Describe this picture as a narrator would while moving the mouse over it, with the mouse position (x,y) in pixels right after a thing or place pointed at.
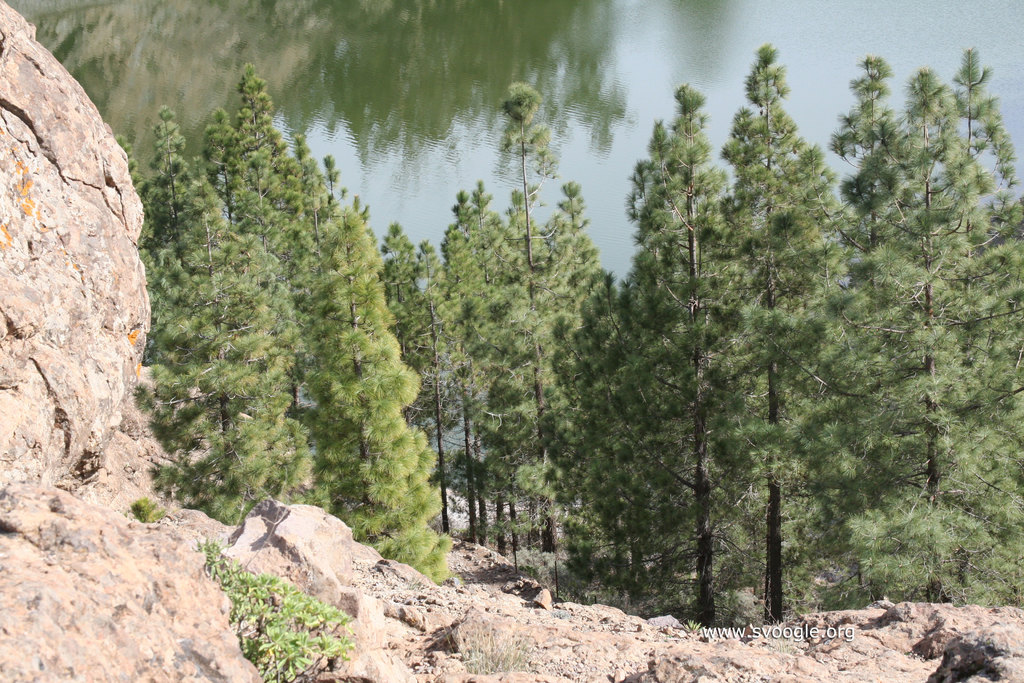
In this image there are rocks (36,317), trees (861,414), water (948,39) and there is a watermark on the image.
